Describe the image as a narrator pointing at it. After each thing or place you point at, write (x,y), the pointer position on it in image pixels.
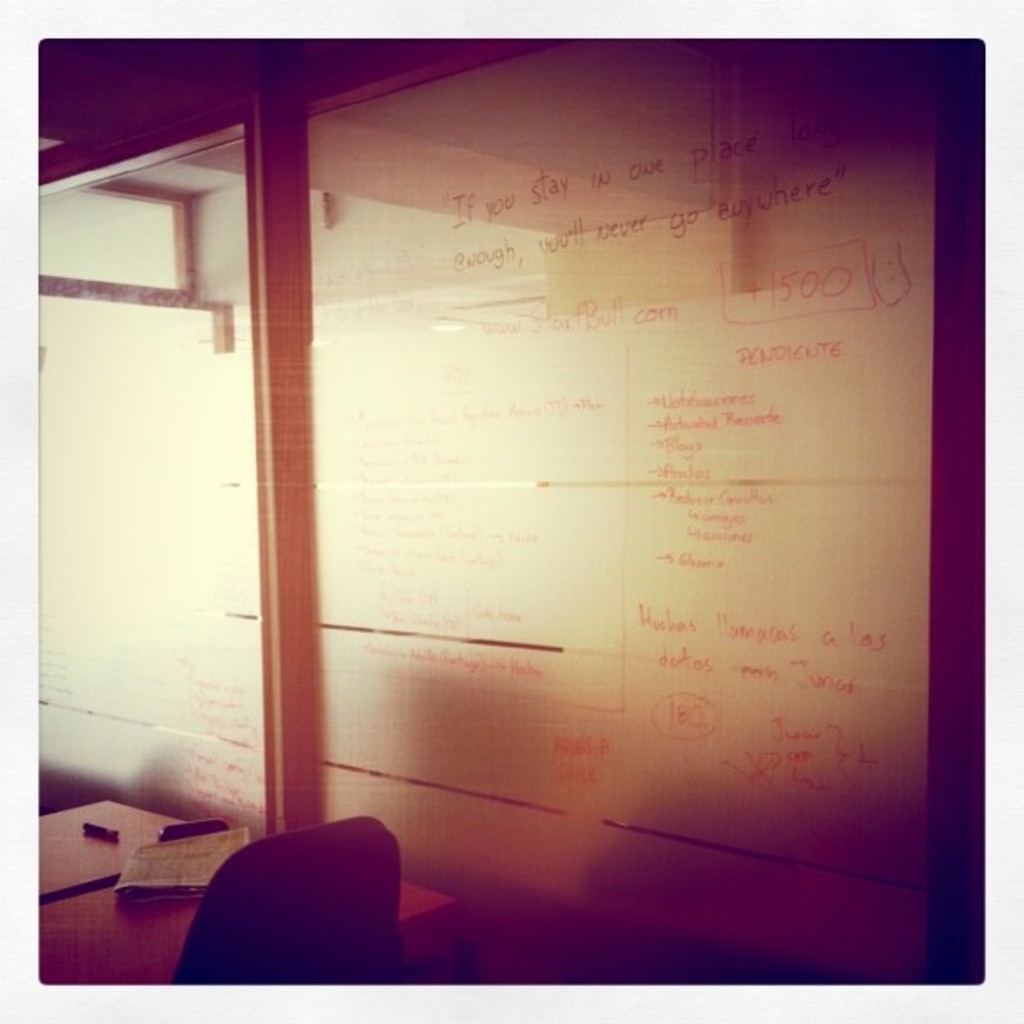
In this picture we can see a text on a whiteboard (352,814). There is a pen (92,830) and other objects (221,850) on the tables (74,836). We can see a chair (308,885).
